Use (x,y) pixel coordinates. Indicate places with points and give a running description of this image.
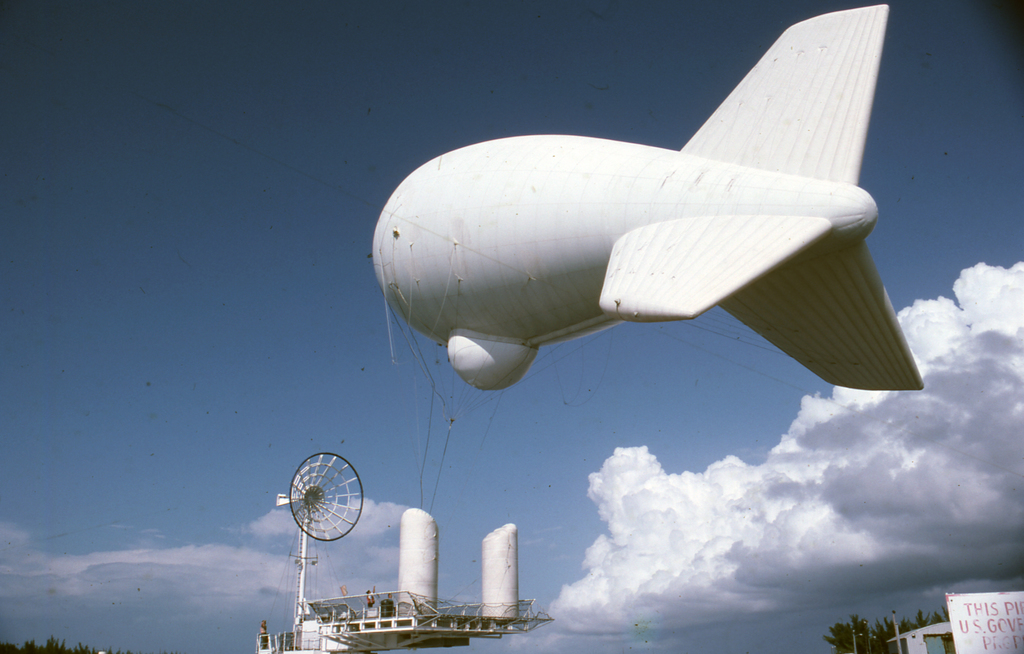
In this image there is antenna (304,567) on the base (359,650) beside that there are towers (427,558) and air balloon (820,70) in the sky (1016,90) with the shape of aeroplane. Beside that there are clouds (838,534) on the sky (148,289).
